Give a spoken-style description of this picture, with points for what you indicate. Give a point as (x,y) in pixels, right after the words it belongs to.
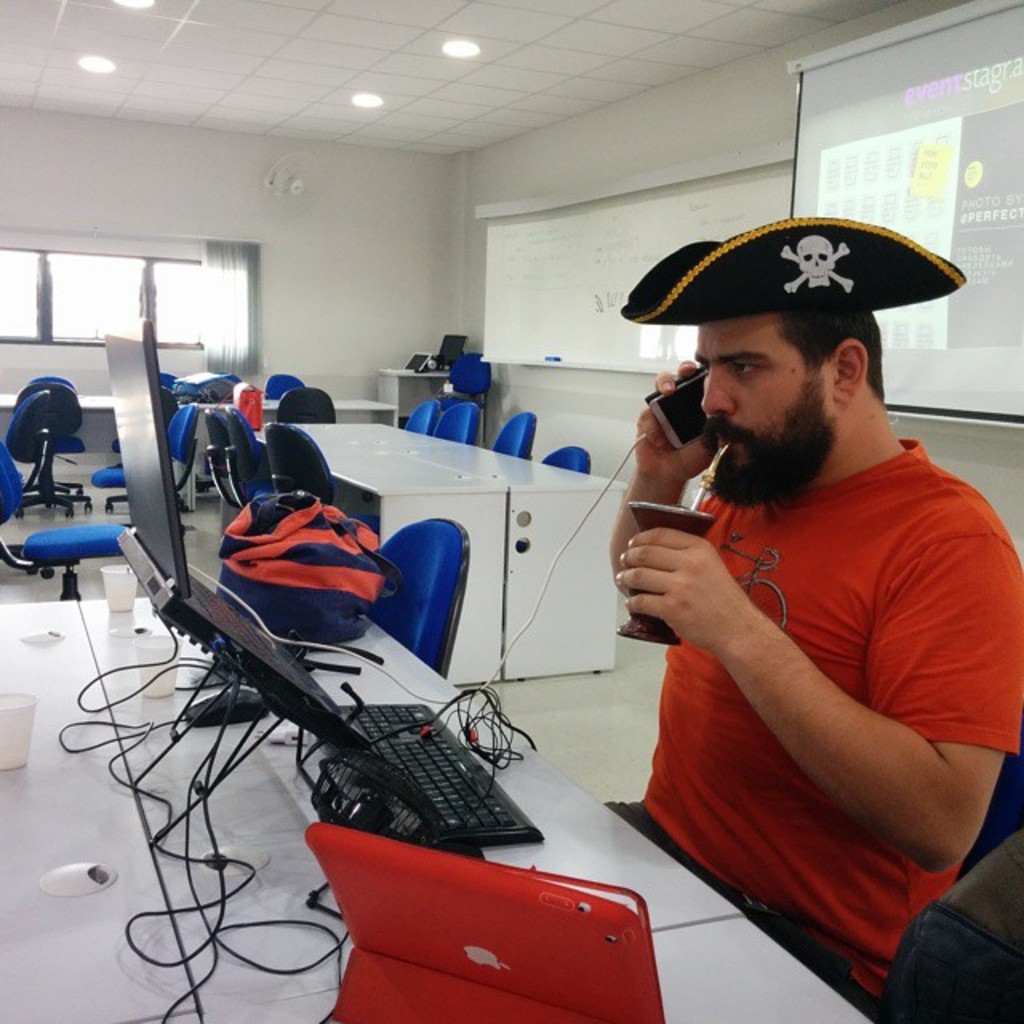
In this image I can see a person (714,622) sitting in-front of the system (422,775) and he is holding a mobile (696,399). In the background (79,305) there are lights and a window (79,305).
